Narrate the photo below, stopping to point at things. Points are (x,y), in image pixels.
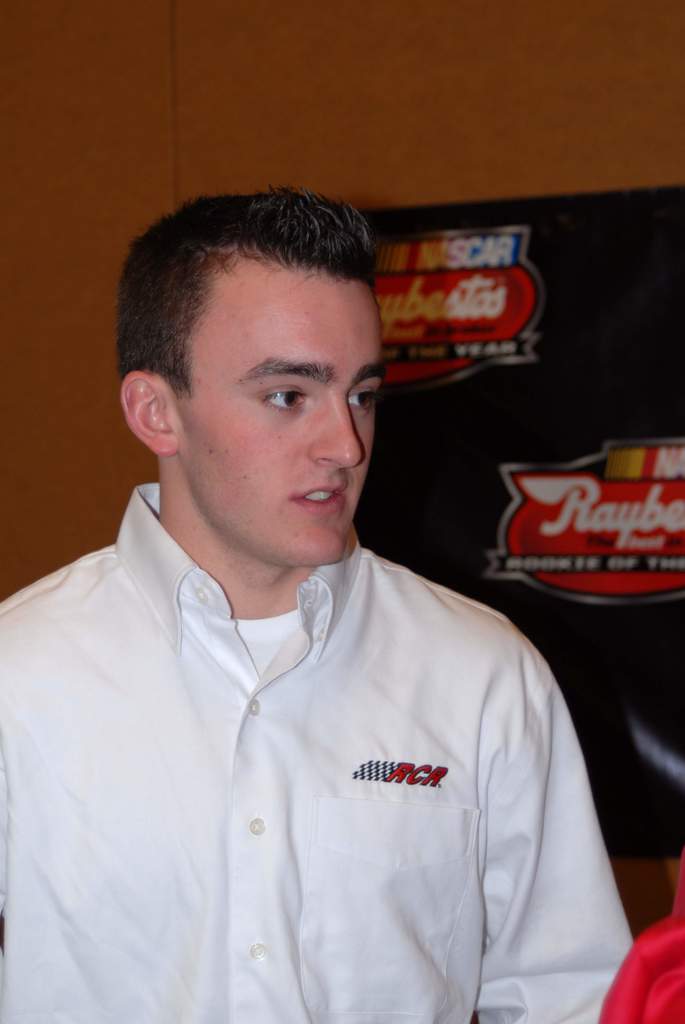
In this image we can see a person (316,677) wearing white color dress (364,683) and in the background of the image (355,38) there is a wall (67,83) and black color sheet (546,455) is attached to it.
